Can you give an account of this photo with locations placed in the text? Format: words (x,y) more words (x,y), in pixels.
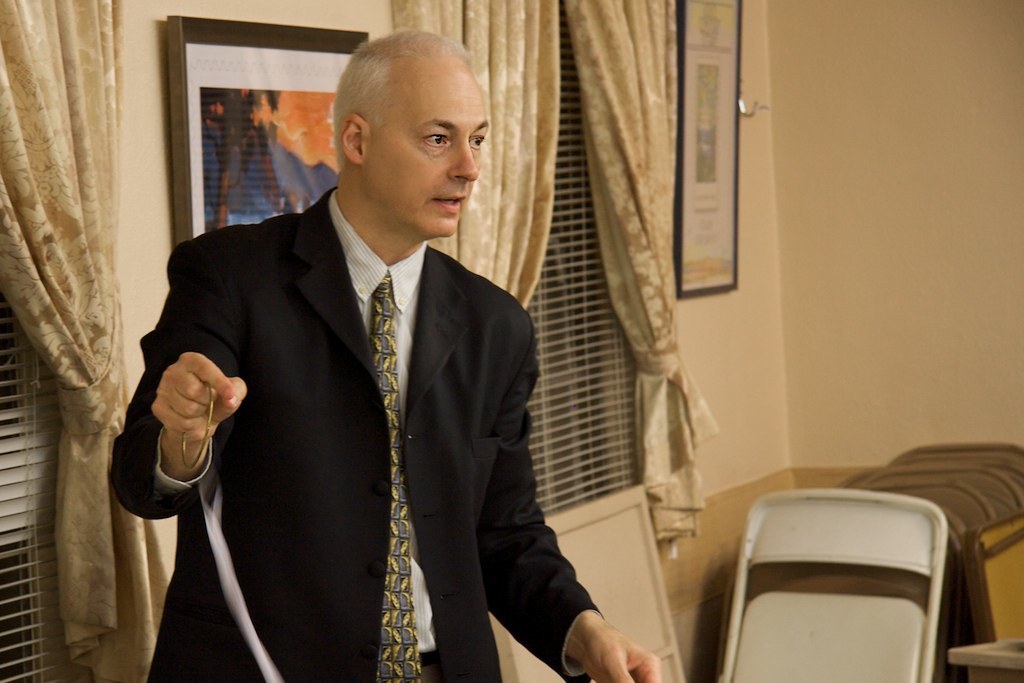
In this picture we can see a man (258,606) wearing a blazer (343,351), tie (381,332) and holding a bangle (212,415) with his hand (179,448), chair (904,585), frames (235,125) on the wall (779,90), windows (566,145) with curtains (552,147) and some objects (971,581).
